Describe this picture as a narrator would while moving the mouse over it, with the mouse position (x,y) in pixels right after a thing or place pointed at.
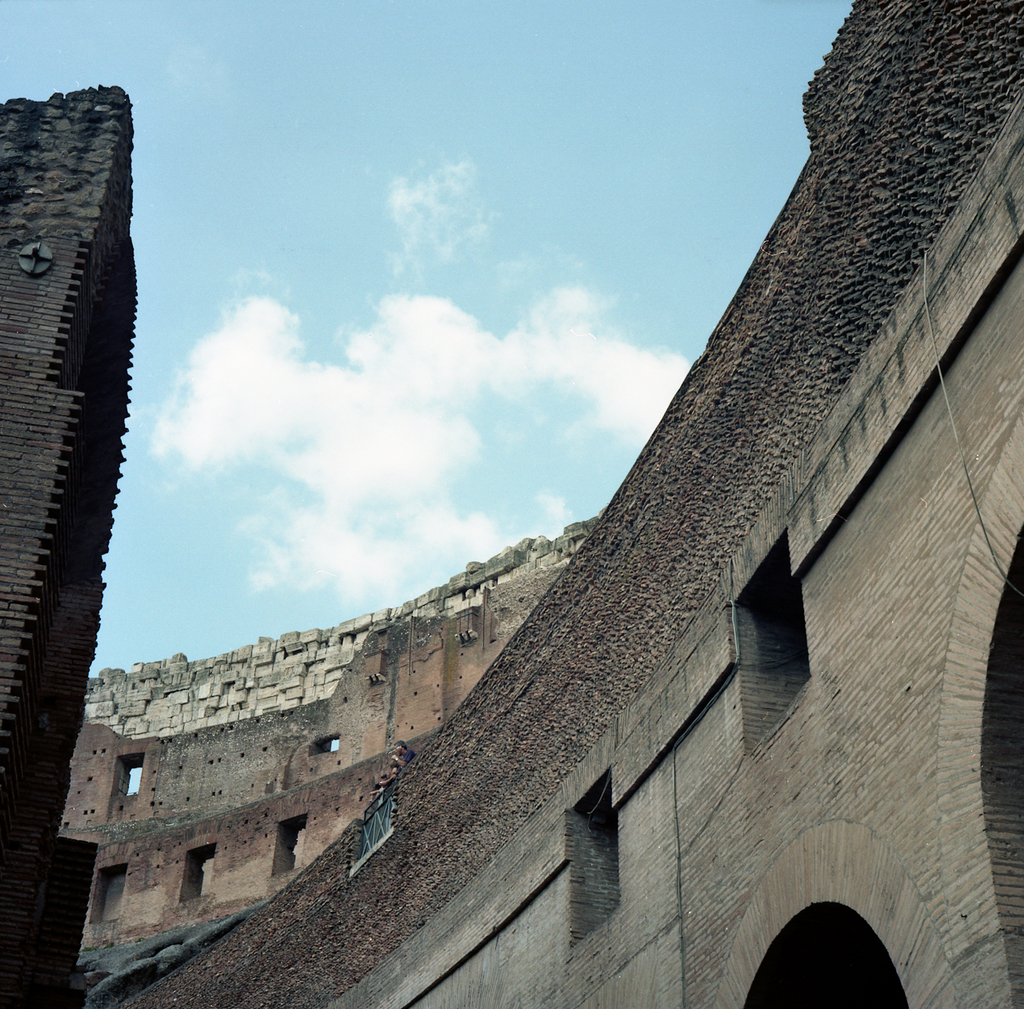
In this image there is a building (440,734), at the top of the image (387,323) there are clouds (314,371) in the sky (406,436).
